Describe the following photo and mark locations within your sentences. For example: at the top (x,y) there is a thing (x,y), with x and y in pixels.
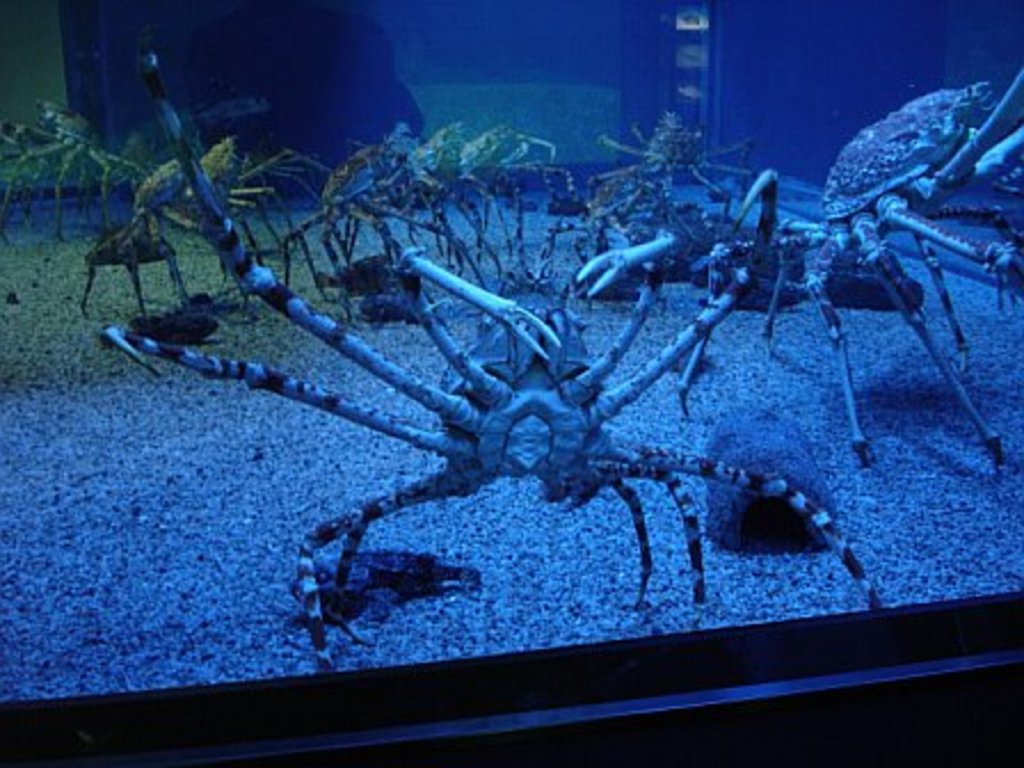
In this image we can see many crabs (496,325) in an object (567,319). There is an object (793,479) in the image.
